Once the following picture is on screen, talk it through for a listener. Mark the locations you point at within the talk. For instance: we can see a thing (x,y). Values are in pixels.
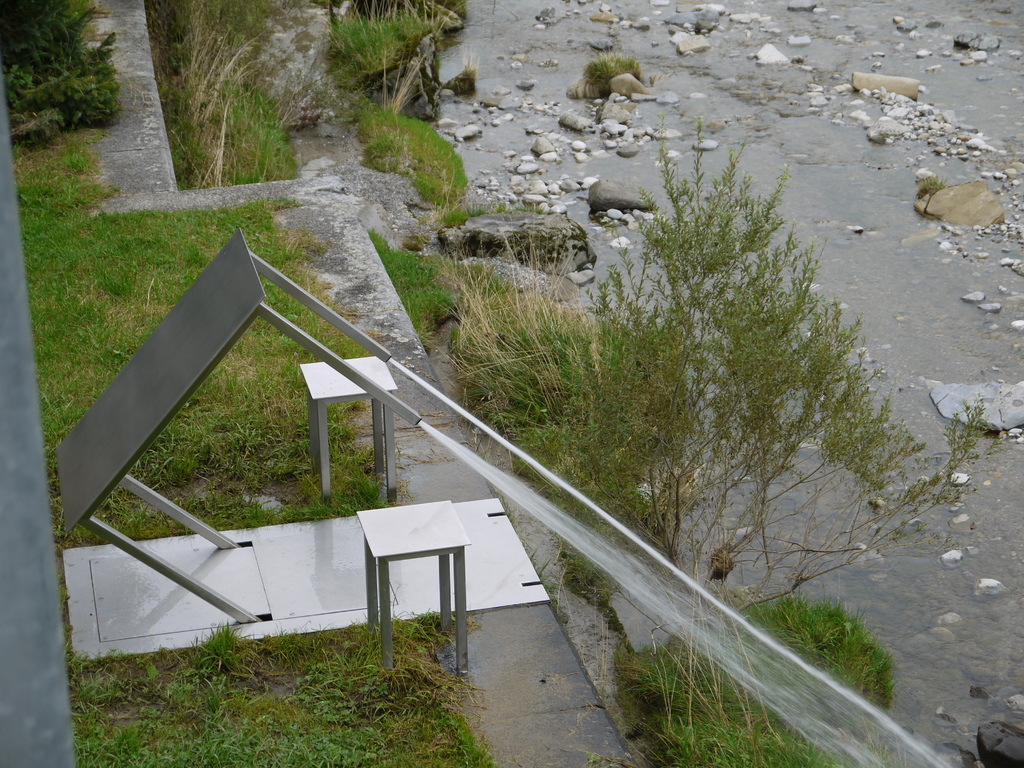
In this image I can see trees (696,367), few stones (610,130) and water (684,128). I can see iron stools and water (454,447).
